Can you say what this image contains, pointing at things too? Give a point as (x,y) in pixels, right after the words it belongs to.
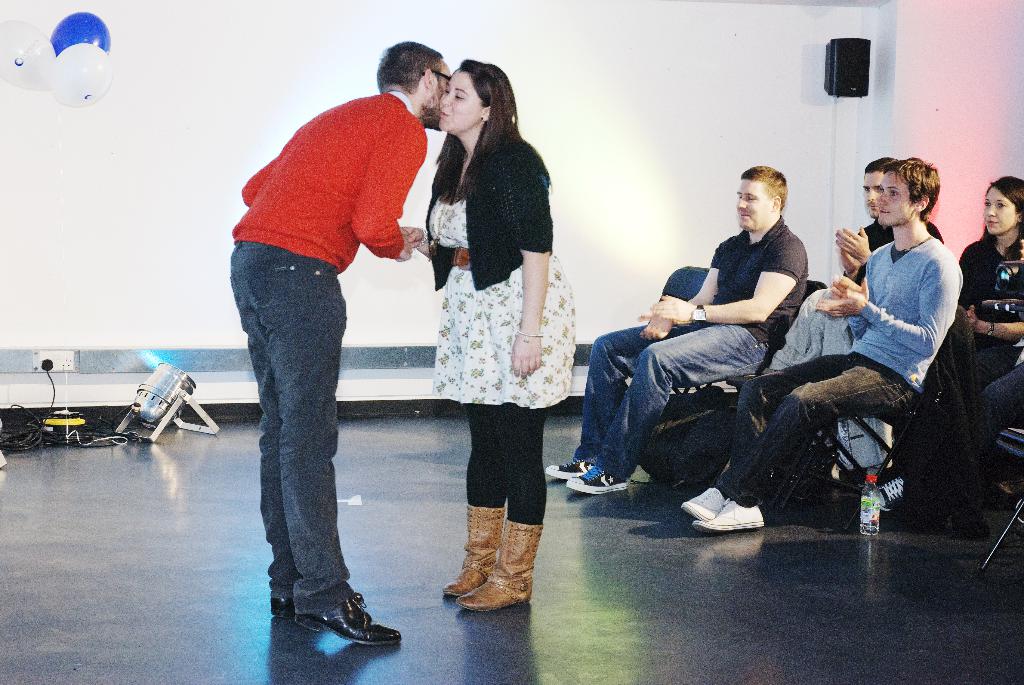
In the center of the image (561,320) we can see a man (272,204) and a woman (506,495) shaking their hands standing on the floor (429,619). On the right side (783,417) we can see a group of people (759,446) sitting on the chairs (844,418). We can also see a bottle (879,513) beside them. On the backside (48,434) we can see some wires (31,426), a light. We can also see a speaker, balloons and a switch board (61,352) on a wall (88,403).
